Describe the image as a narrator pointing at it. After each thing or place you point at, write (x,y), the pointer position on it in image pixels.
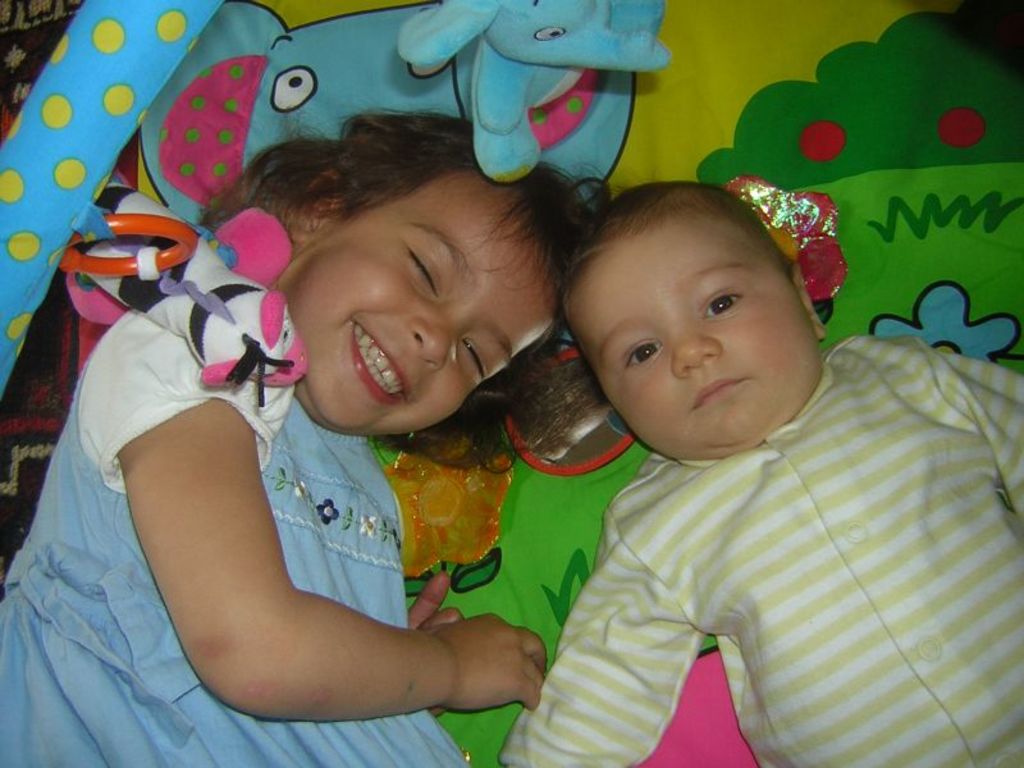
In this image two kids (702,572) are lying on the bed (909,236). On the top (508,93) there is a soft toy (499,49). The girl (400,126) is smiling.
